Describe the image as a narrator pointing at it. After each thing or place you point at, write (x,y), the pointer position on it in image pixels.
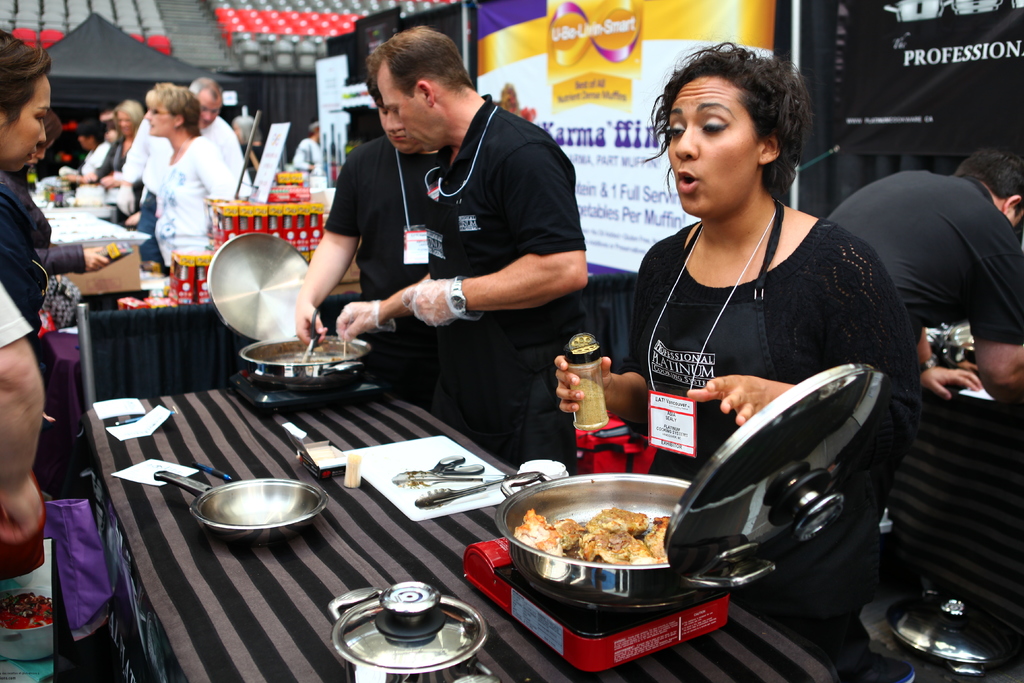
In the foreground of the pictures there is a table (423,529), on the table (406,533) there are pans (296,509), electric stoves (506,570) and people (426,290). In the background (664,45) there are people (206,185), banners (720,34), tables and other objects (467,12). At the top (156,25) there are chairs (266,20) and a tent (127,63).
